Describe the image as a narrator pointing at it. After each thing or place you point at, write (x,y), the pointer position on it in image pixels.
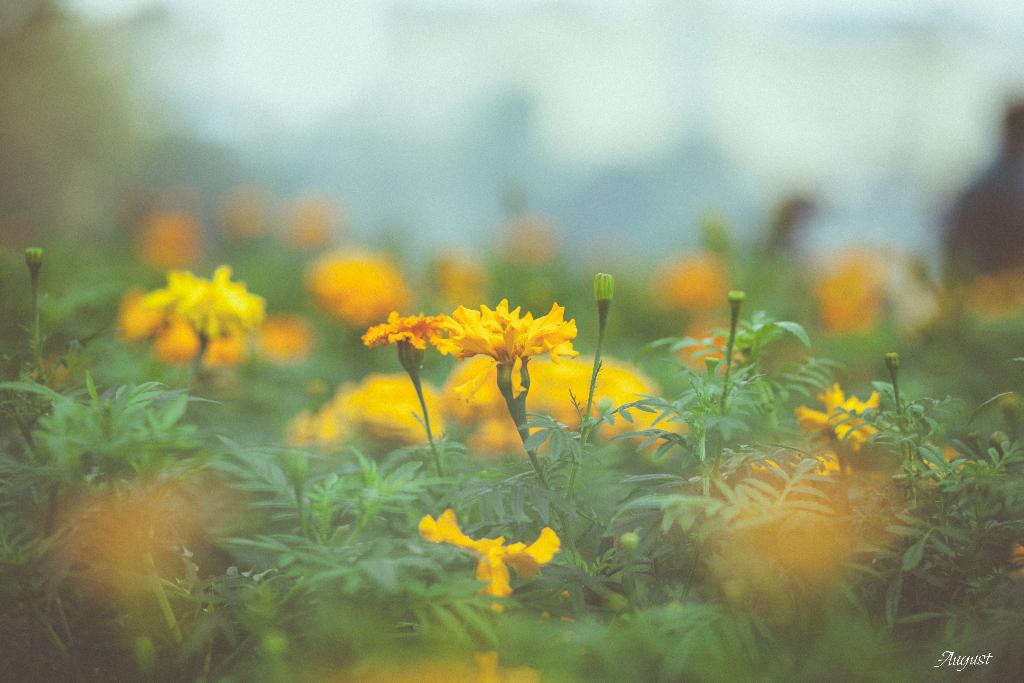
In this picture I can see the plants (342,515) in front (422,396) on which there are flowers (421,346), which are of yellow color. I see that it is blurred in the background (738,84). On the right bottom corner of this image (962,653) I can see the watermark (949,654).
